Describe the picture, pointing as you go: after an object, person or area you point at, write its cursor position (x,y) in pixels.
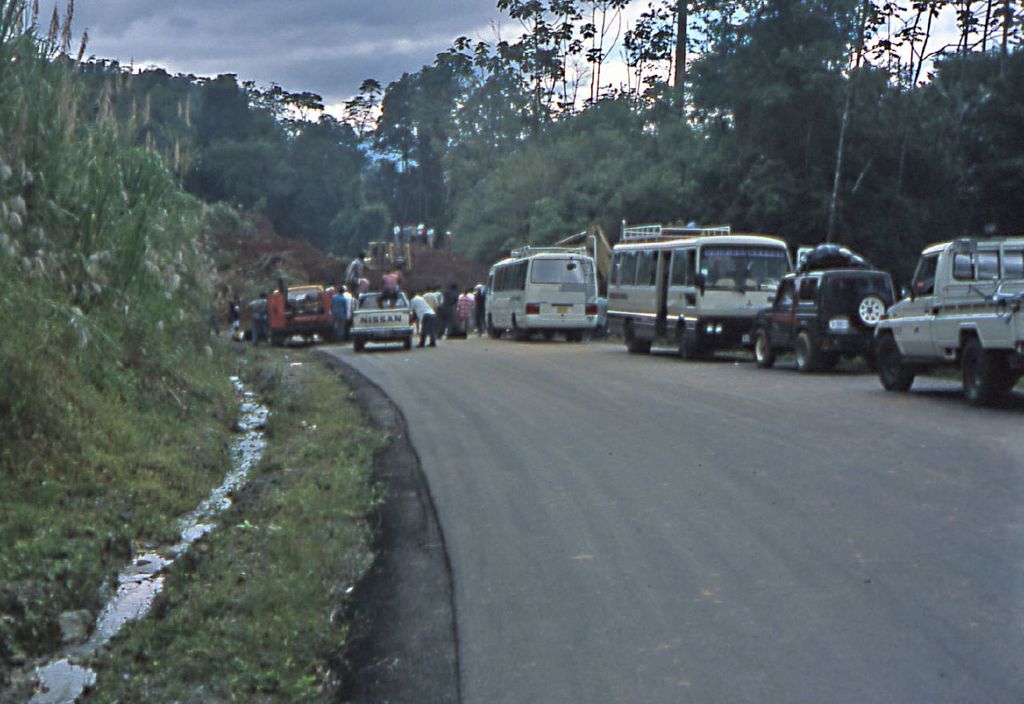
In this image, we can some vehicles (732,312) on the road (439,340). There are some persons (452,300) in the middle of the image (342,301). There are some trees (482,195) beside the road (565,403). There are some plants (143,291) on the left side of the image (23,384). There is a sky (328,83) at the top of the image (380,82).
